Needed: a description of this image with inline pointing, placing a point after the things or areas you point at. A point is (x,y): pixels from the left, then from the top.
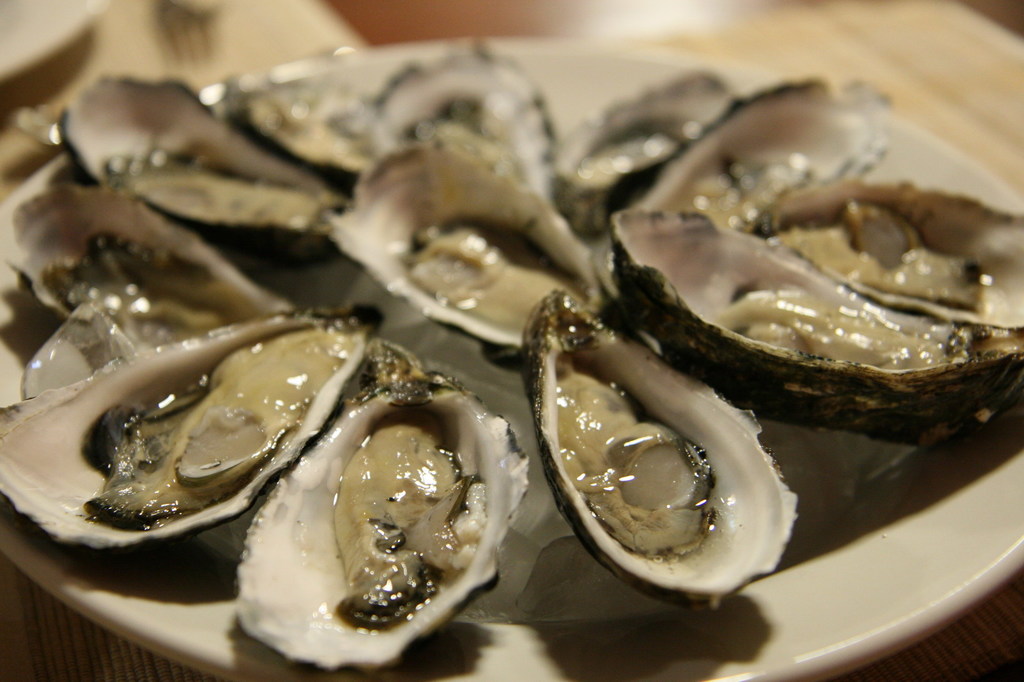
In this image we can see a plate (765,434) on a table (994,679) and there is a food item (438,234) on the plate (929,587).
